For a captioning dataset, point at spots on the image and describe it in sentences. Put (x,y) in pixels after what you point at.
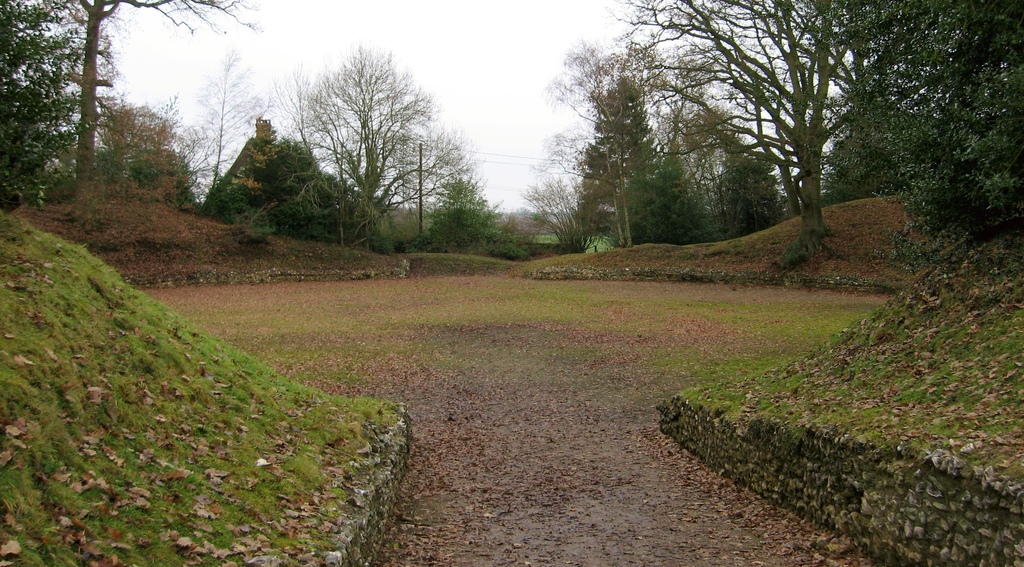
In this picture we can observe a path (482,401). There are some dried leaves (467,474) on the ground (484,432). we can observe some grass (79,380) on the ground (99,395). In the background (301,189) there are trees (605,150) and a sky (427,43).
